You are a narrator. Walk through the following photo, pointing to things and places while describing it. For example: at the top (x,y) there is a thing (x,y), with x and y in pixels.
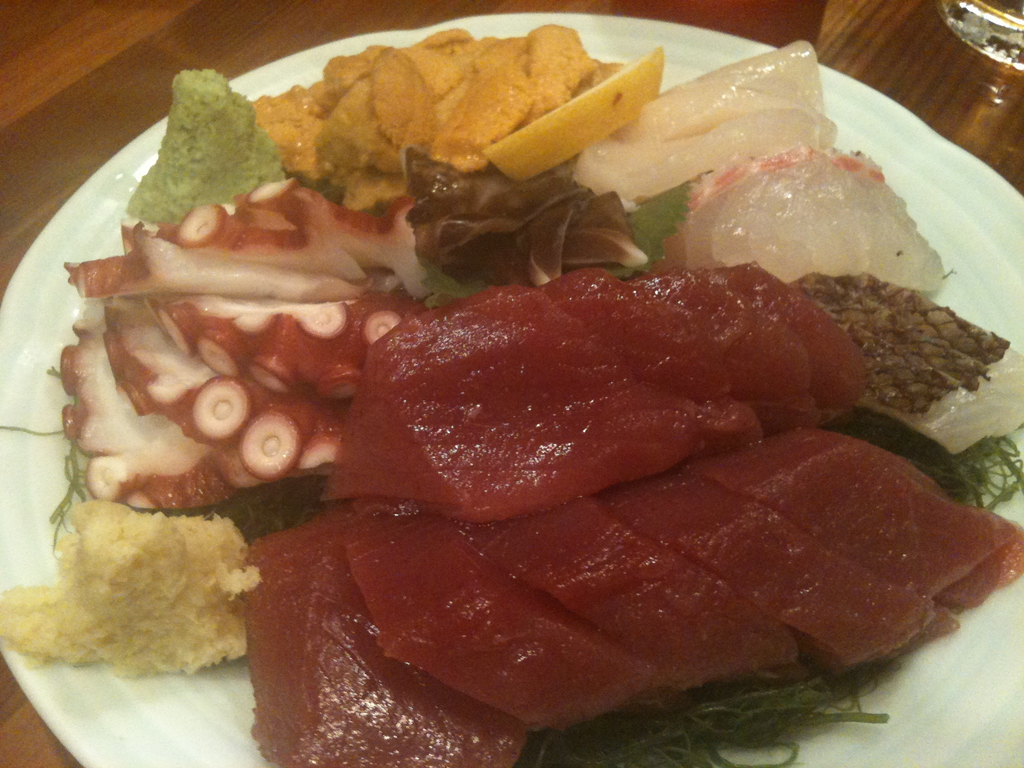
The picture consists of a plate (895,690) served with different varieties of meat (426,245). At the top right (975,41) there is a glass (955,29). The picture consists of a table (59,83).
